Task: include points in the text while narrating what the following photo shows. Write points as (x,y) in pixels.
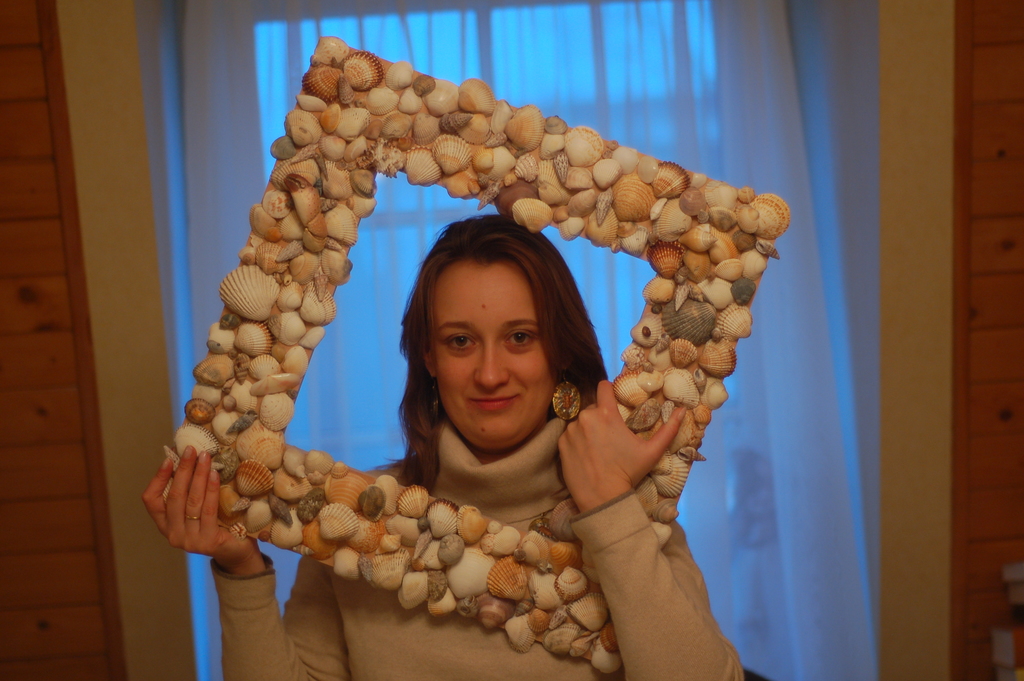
In the image we can see a woman (478,500) wearing clothes (481,486), finger ring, earring (568,412) and she is smiling. She is holding an object (255,420) which is square in shape. Here we can see the curtains (690,146) and the wall (102,323).
